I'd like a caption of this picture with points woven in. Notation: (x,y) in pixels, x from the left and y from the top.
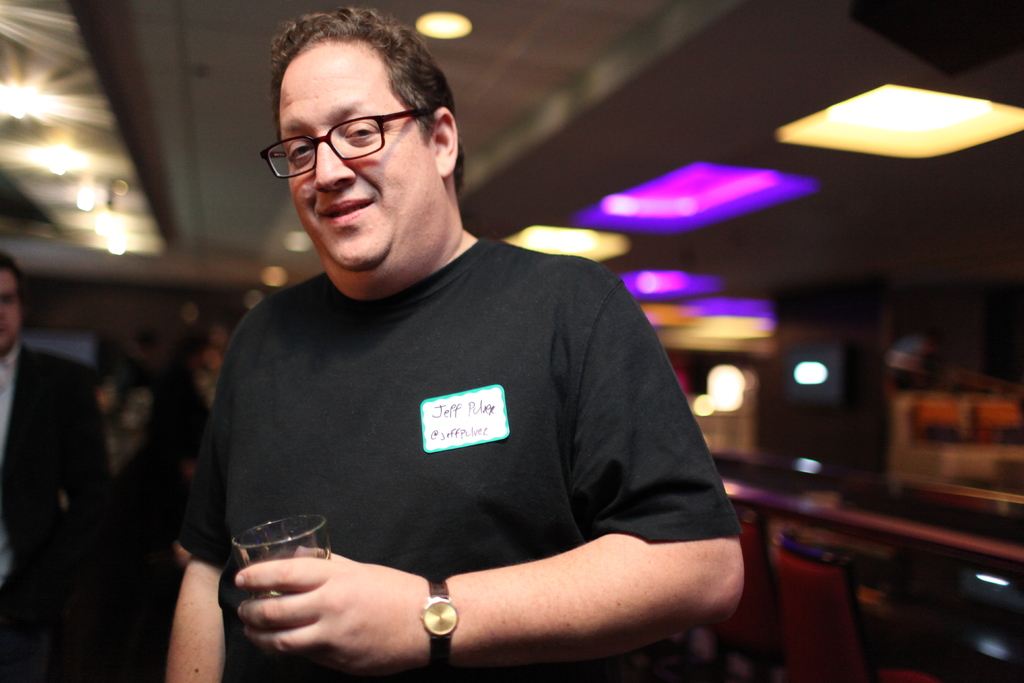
In the foreground of the picture (275,523) we can see a person (458,351) wearing black t-shirt (281,425), he is holding a glass (258,601). The background (21,532) is not clear.
